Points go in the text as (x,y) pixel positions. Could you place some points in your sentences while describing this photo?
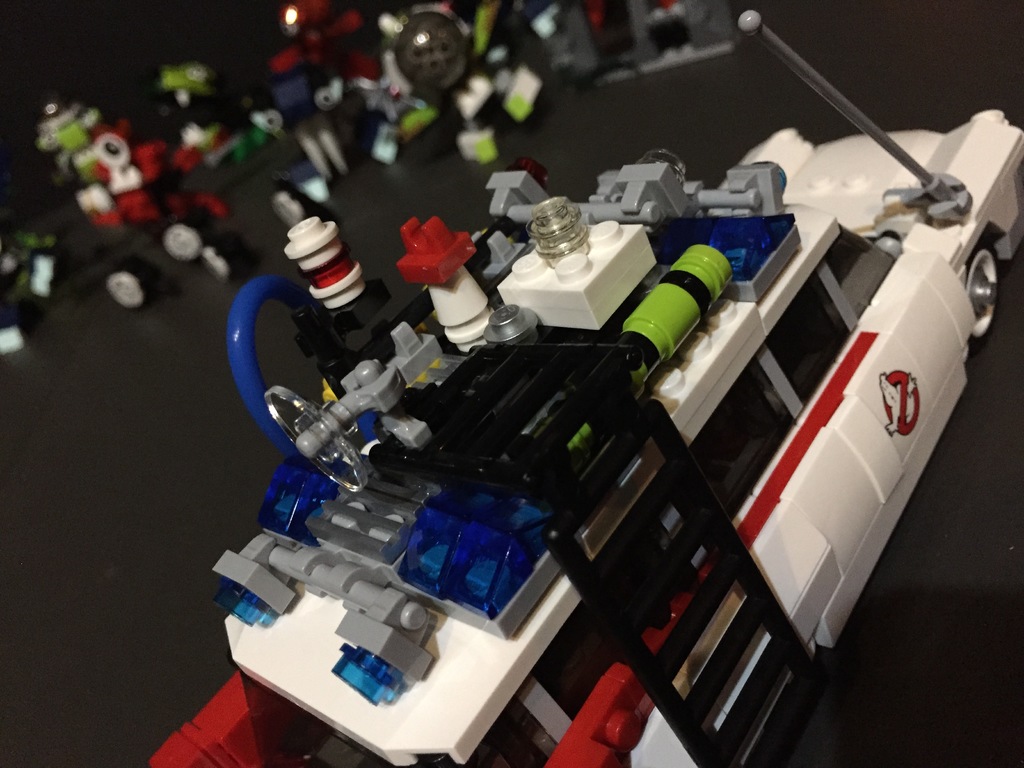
In this picture there is a toy car (723,355) on the table (927,499). In the background (401,89) there are many toys (445,77).
